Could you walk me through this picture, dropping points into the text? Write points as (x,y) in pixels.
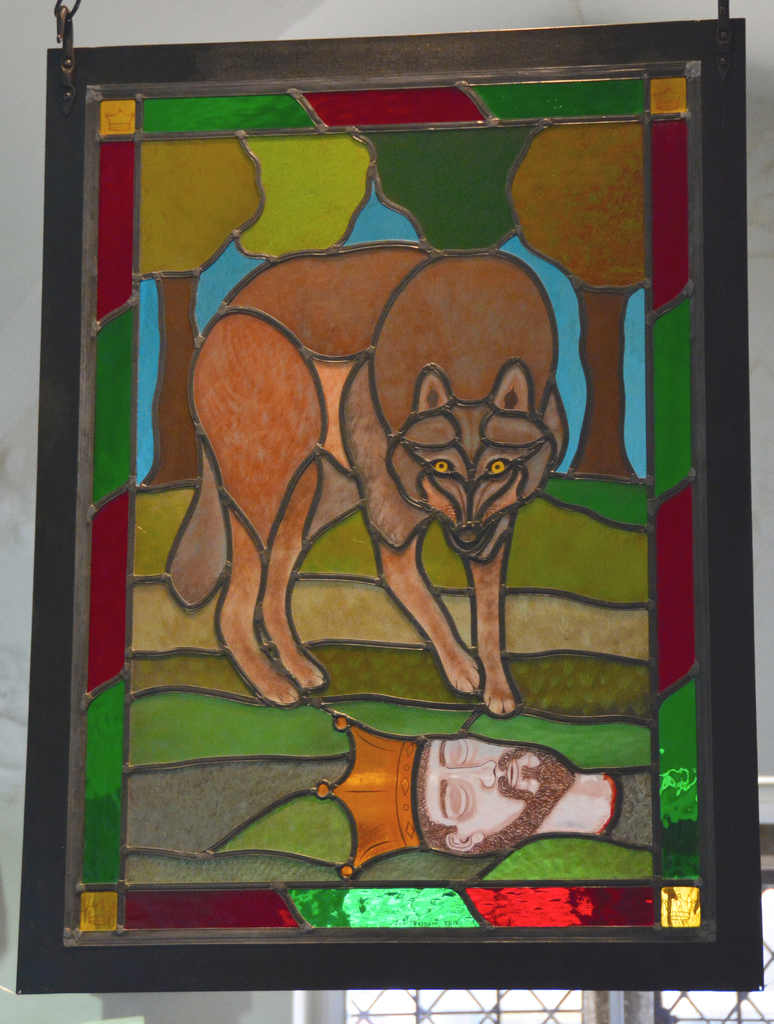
In this picture we can see a photo frame (685,514) in the front (685,514), there is a painting (444,553) of a dog (390,566) and a person's head (458,827) in this frame (457,839), in the background (21,764) there is a wall (3,329).
